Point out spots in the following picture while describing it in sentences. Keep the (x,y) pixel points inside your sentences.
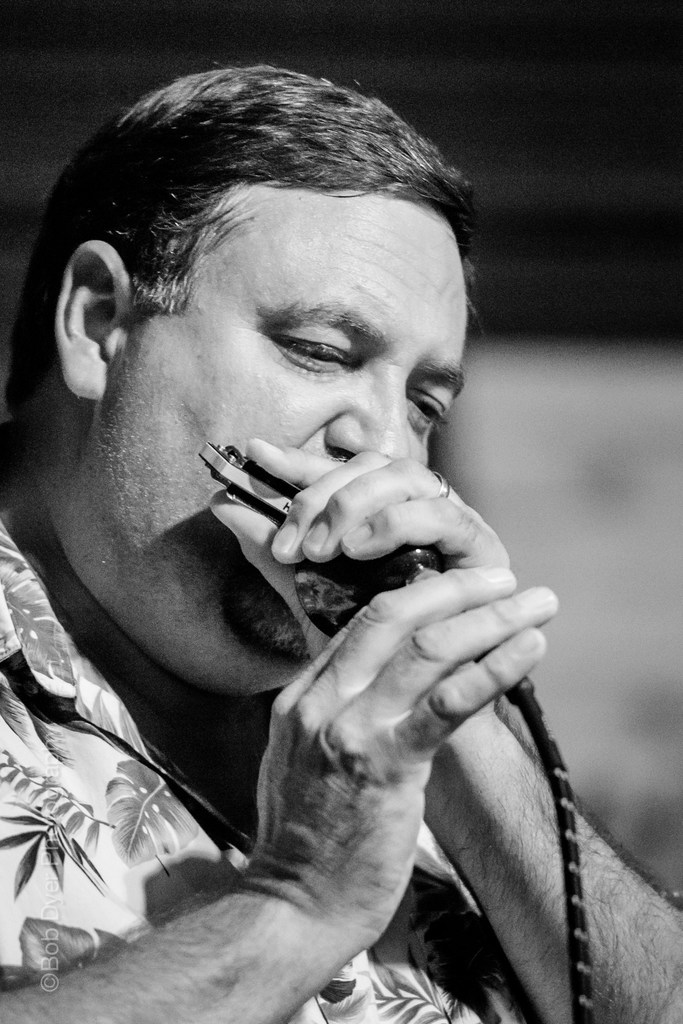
Here this is a black and white image, in which we can see a person (131,331) playing a musical instrument (274,520) with his mouth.
